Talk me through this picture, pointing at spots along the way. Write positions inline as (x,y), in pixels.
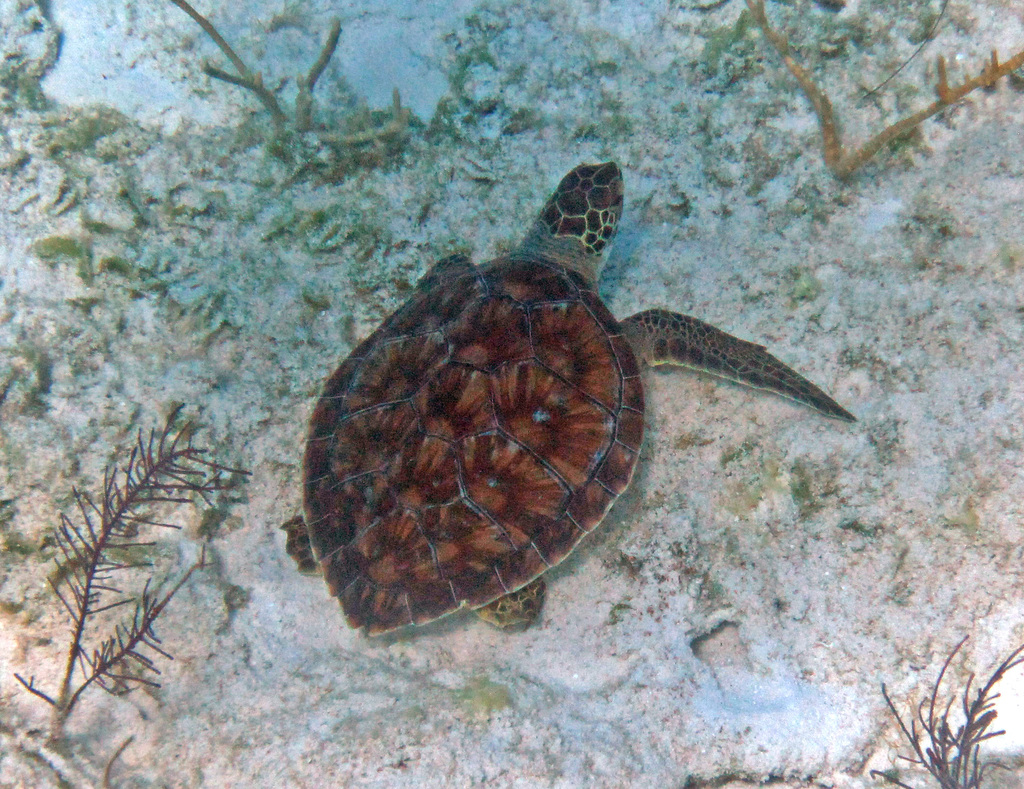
In this image there is a tortoise (375,371) in the water (425,5), and there are reefs (985,693).
